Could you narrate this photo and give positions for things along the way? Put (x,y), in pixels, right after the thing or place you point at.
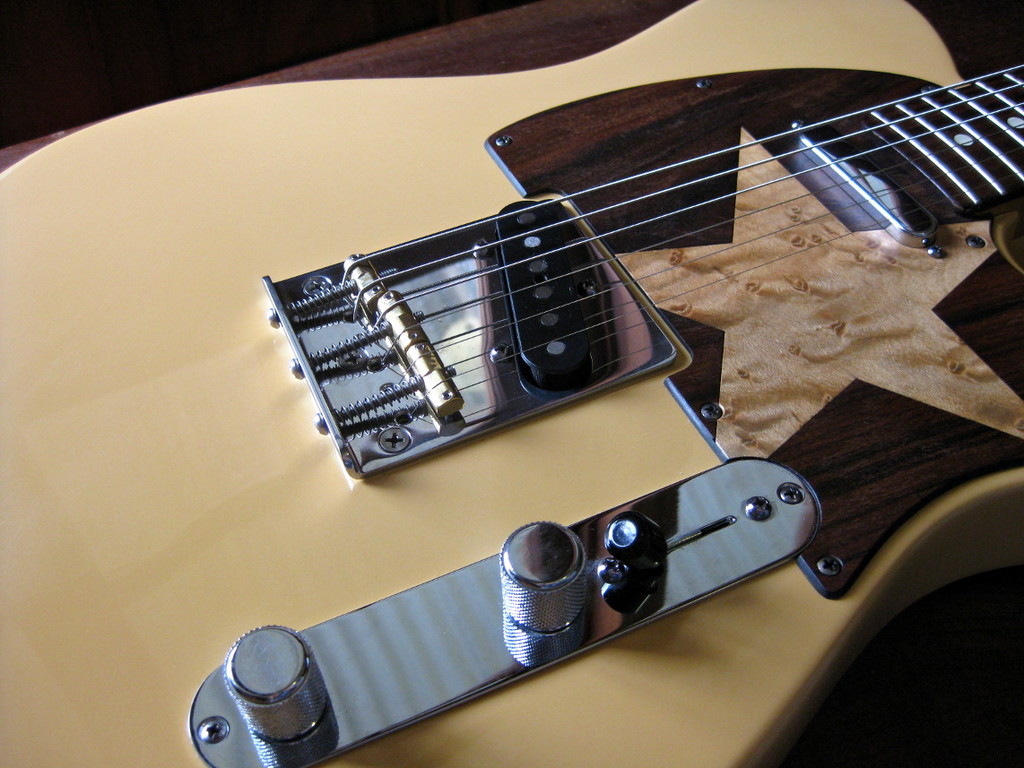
There is a musical instrument (437,354) in this image.
